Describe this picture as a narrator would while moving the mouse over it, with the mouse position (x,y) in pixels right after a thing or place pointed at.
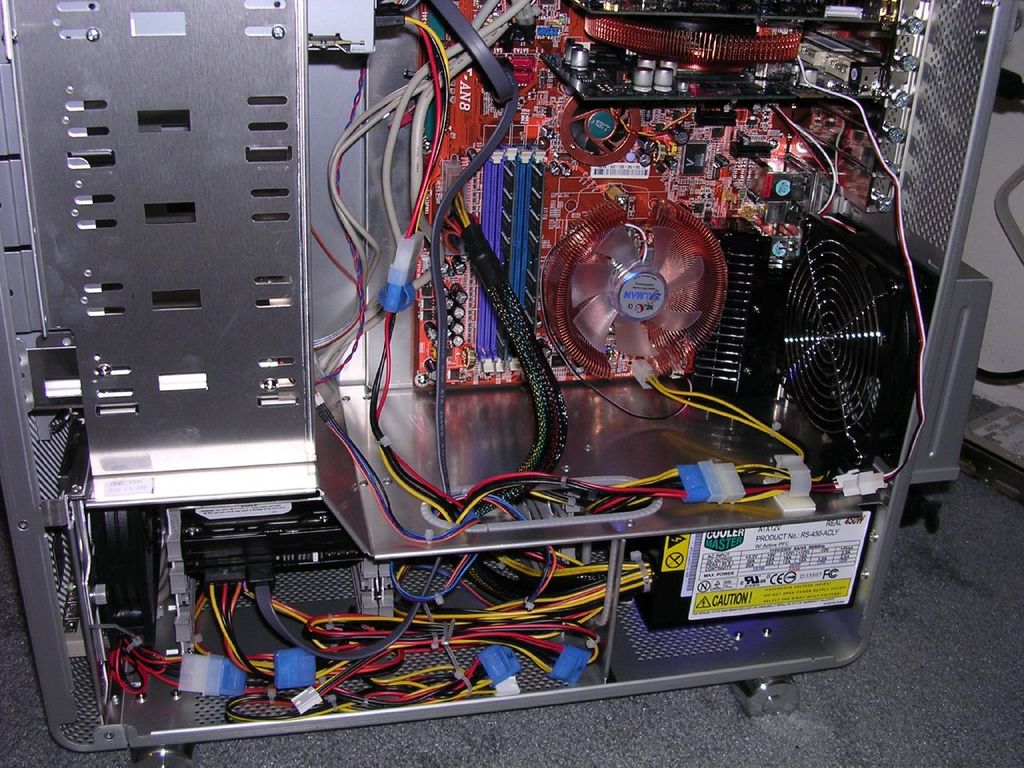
In the image we can see inside view of CPU (145,573). Behind the CPU (900,272) there is wall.
